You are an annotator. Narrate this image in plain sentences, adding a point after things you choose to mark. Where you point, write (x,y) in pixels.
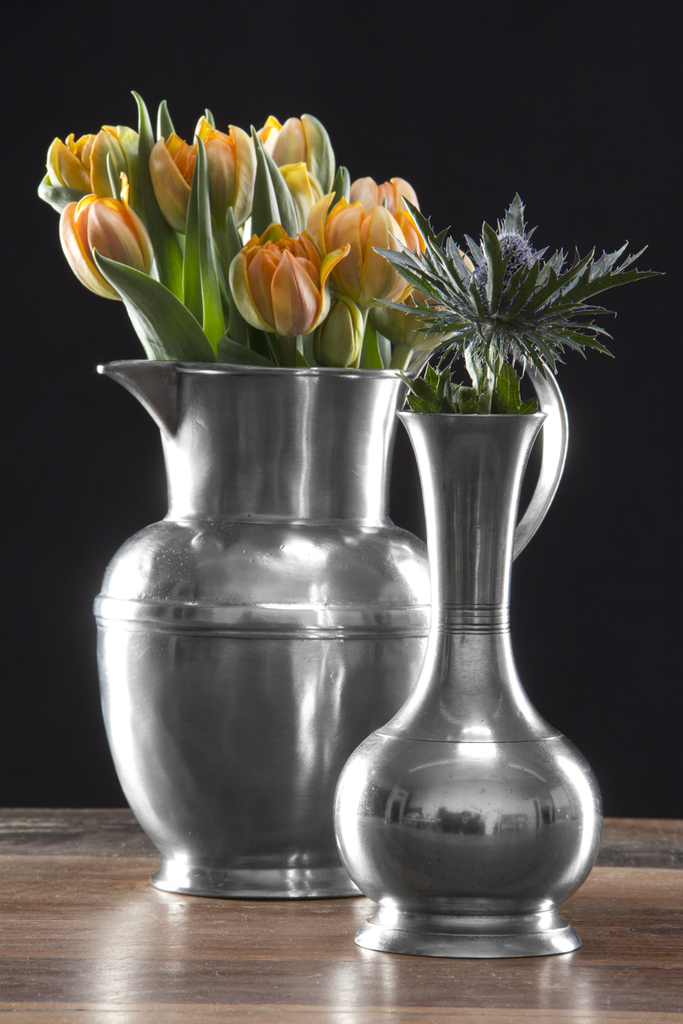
Here in this picture we can see flower plants (280,267) present in metal vases (298,386), which are present on the table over there.
